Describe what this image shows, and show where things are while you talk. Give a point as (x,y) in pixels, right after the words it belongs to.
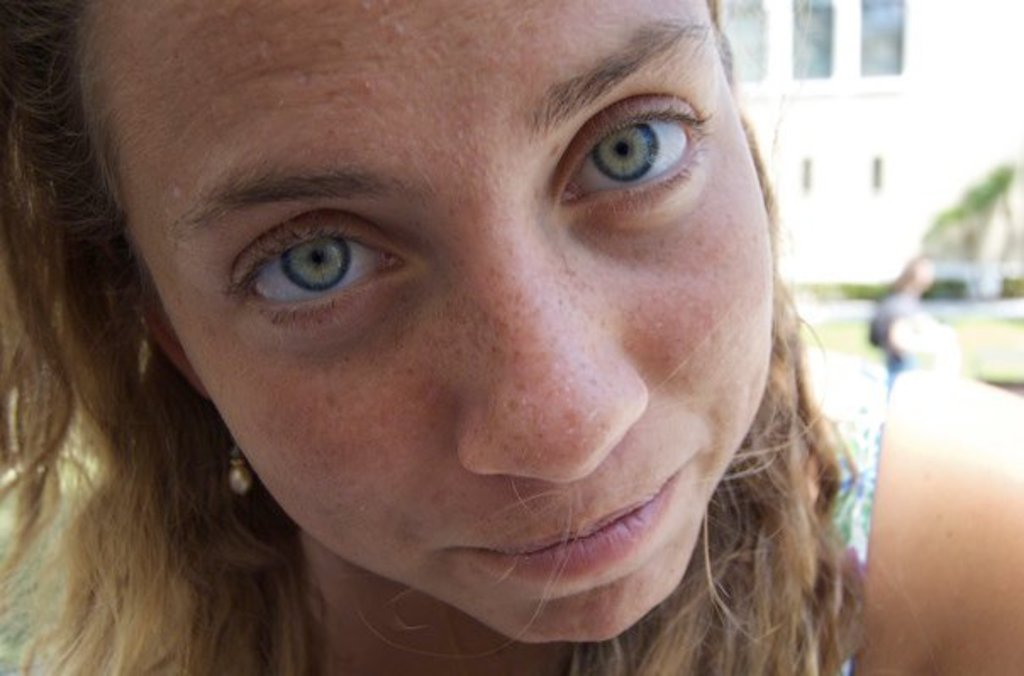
In this picture there is a woman (427,515) who is wearing white dress (864,523). On the right (911,282) there is another woman (906,327) who is standing on the road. in the background (965,361) we can see the building (791,155), plants (970,258) and grass (972,361).
